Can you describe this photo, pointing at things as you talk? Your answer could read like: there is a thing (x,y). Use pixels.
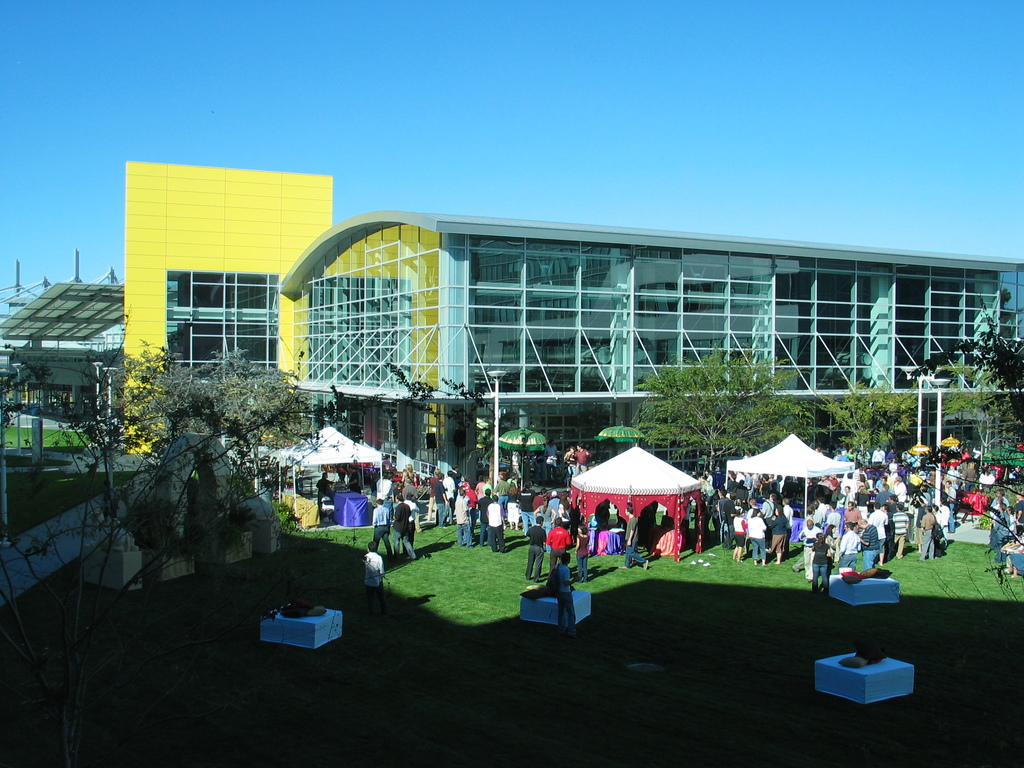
In this picture we can see buildings (482,294), trees (237,388), some tents (661,480) and we can see some people (709,501) are on the grass (652,599).
